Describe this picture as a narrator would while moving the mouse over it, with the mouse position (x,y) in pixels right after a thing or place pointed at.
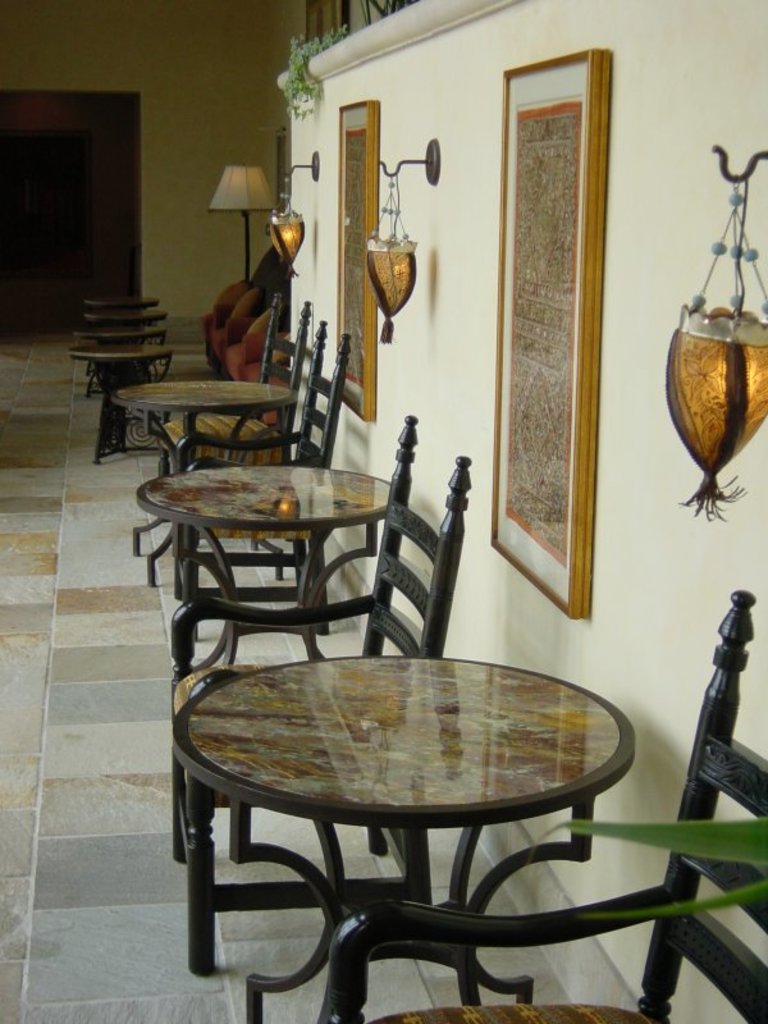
In this image there are some tables (302,701) are arranged in middle of this image (264,494) and there is a wall (603,402) right side of this image (591,394) and there are two frames (561,276) attached on this wall (467,274).
